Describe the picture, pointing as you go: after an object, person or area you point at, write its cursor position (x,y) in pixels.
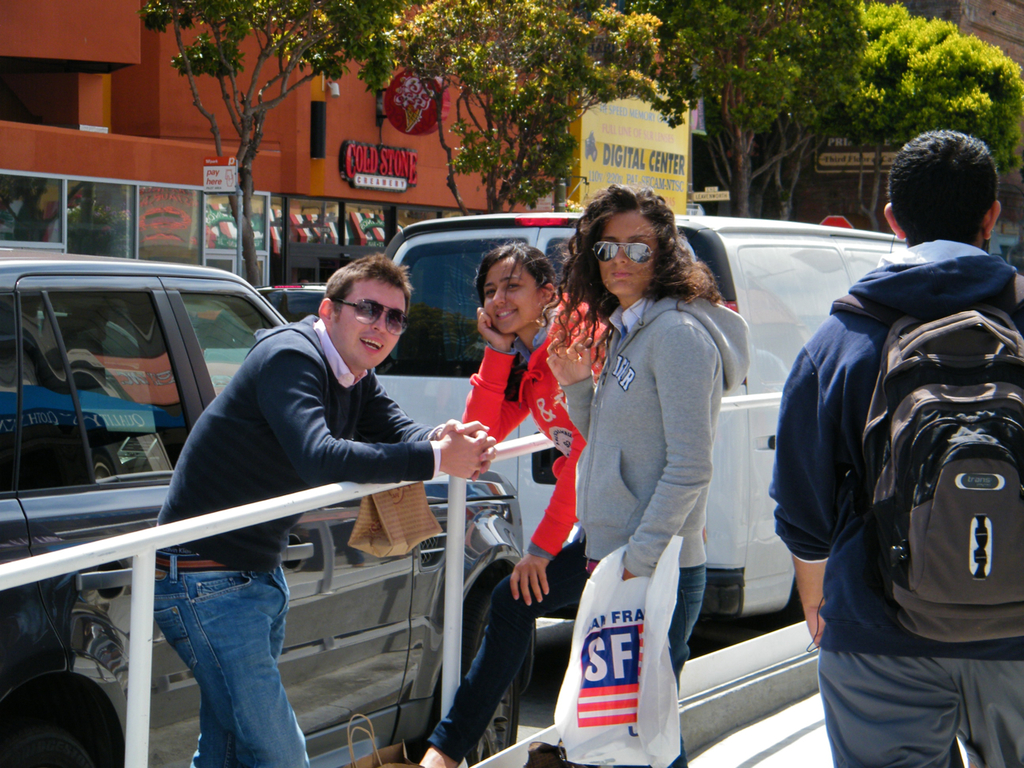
In this image we can see some people (799,544) standing on the ground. One person (906,724) is carrying a bag (970,363), we can also see a railing (134,568), some vehicles (412,583) parked on the ground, groups of buildings (9,87) with glass doors (312,257), trees (944,98) and signboards (402,188) with some text (381,173). At the bottom of the image (408,760) we can see a bag (411,767).
